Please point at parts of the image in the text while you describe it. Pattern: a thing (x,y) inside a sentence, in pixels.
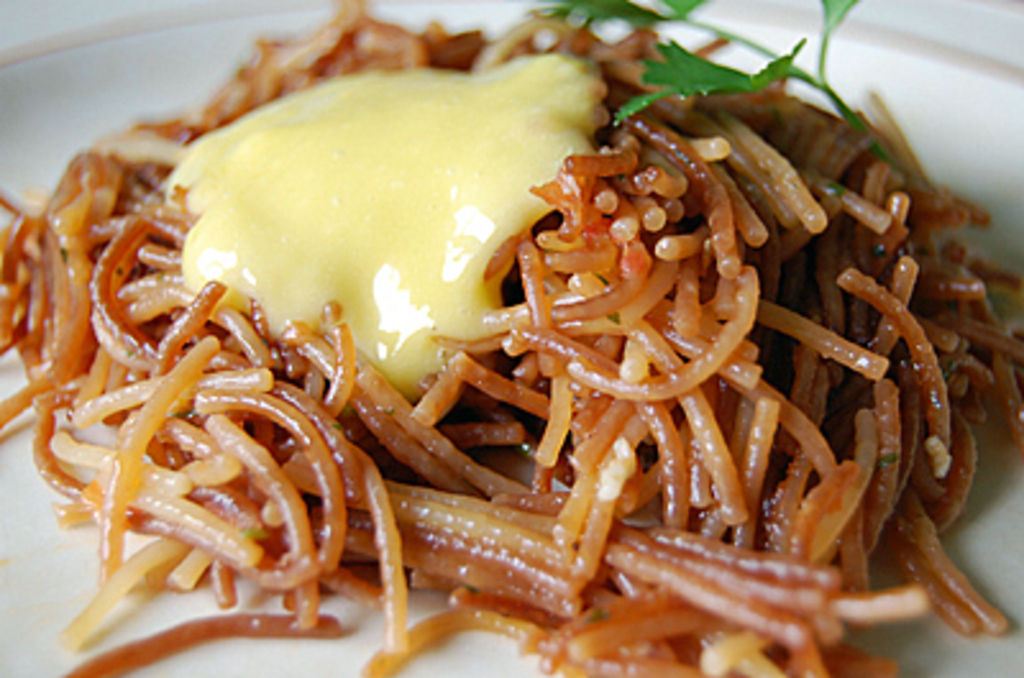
In this image we can see the plate (211,14) of food item (483,282).
